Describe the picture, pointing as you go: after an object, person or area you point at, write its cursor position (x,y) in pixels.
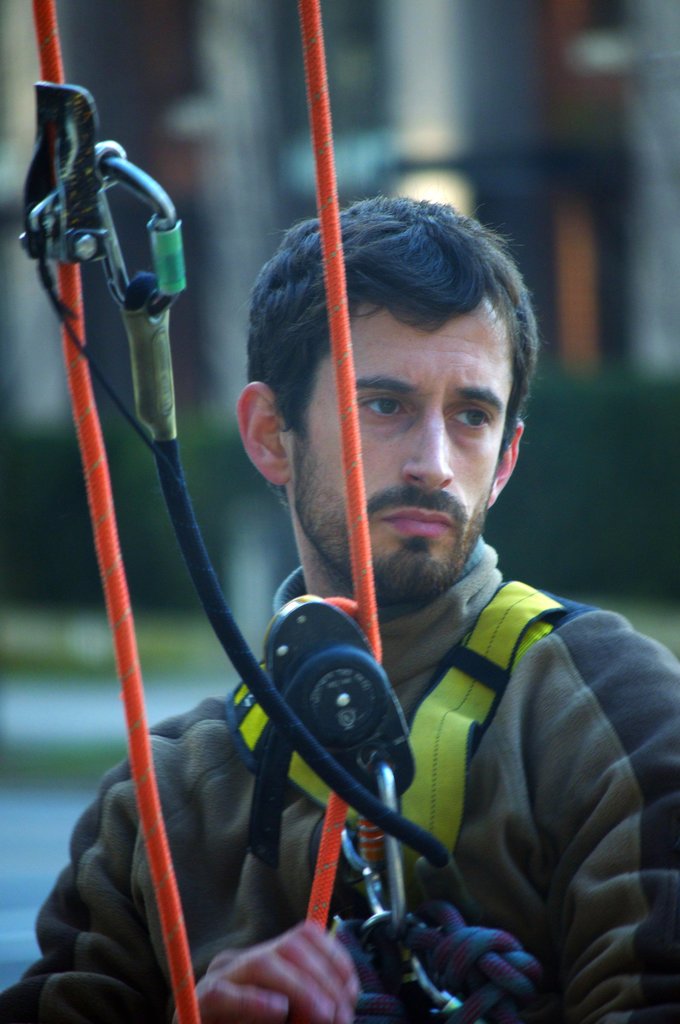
In this image, we can see a person (215,869) holding some object (378,1014). We can also see some red colored ropes (344,608) with black colored objects (407,745). We can also see the blurred background (678,41).
